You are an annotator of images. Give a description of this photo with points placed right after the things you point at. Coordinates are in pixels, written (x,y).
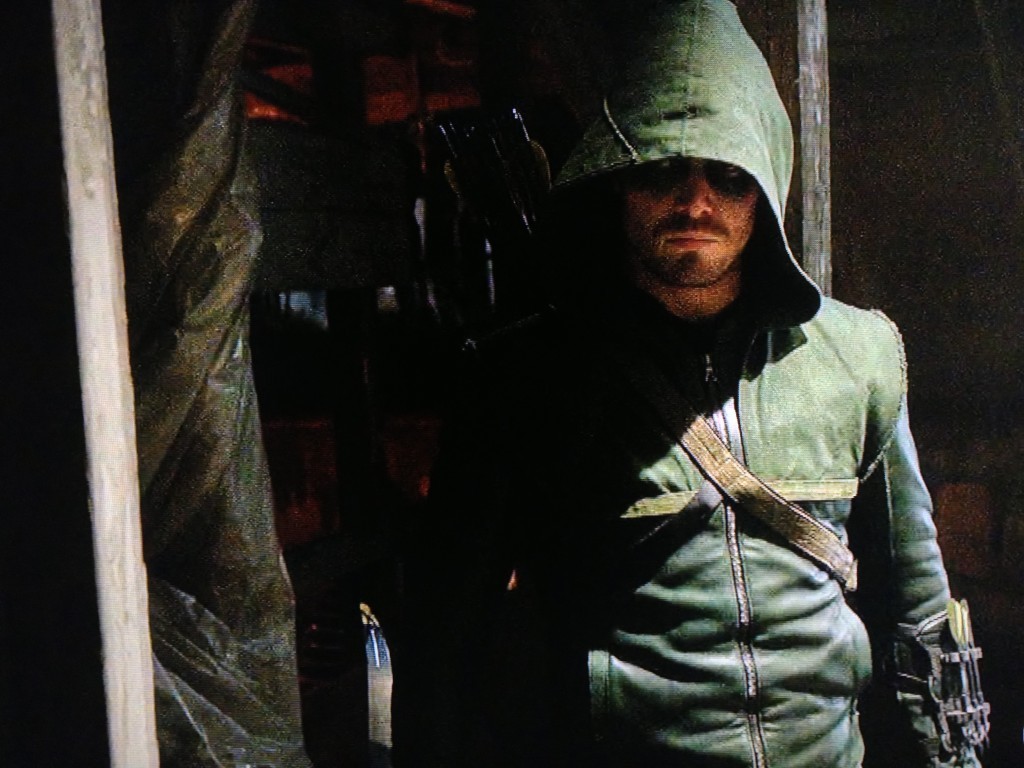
In this picture we can see a person (545,463), here we can see wooden poles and some objects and in the background (413,451) we can see it is dark.
